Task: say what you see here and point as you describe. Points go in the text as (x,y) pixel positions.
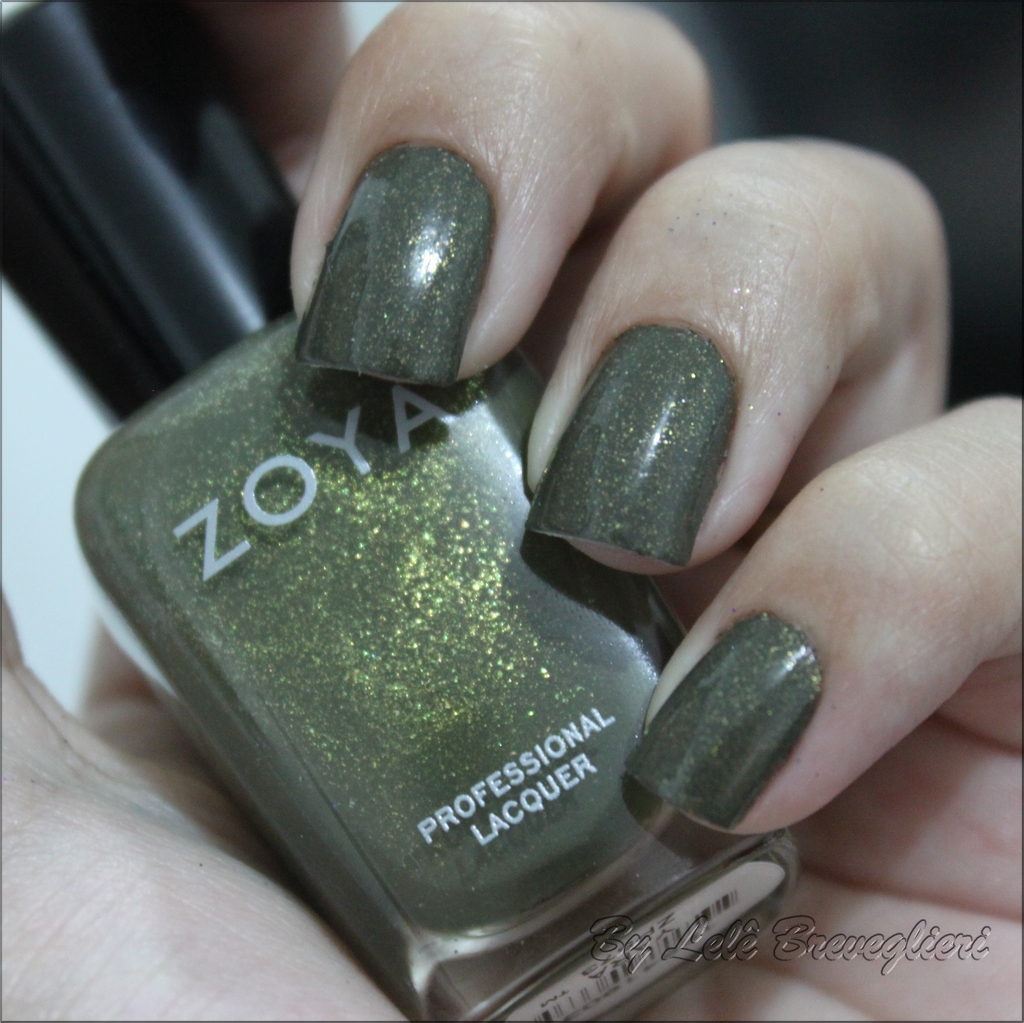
This image consists of a hand (4,1006). In which we can see a nail polish bottle (445,618). It looks like a woman's hand (631,497).
